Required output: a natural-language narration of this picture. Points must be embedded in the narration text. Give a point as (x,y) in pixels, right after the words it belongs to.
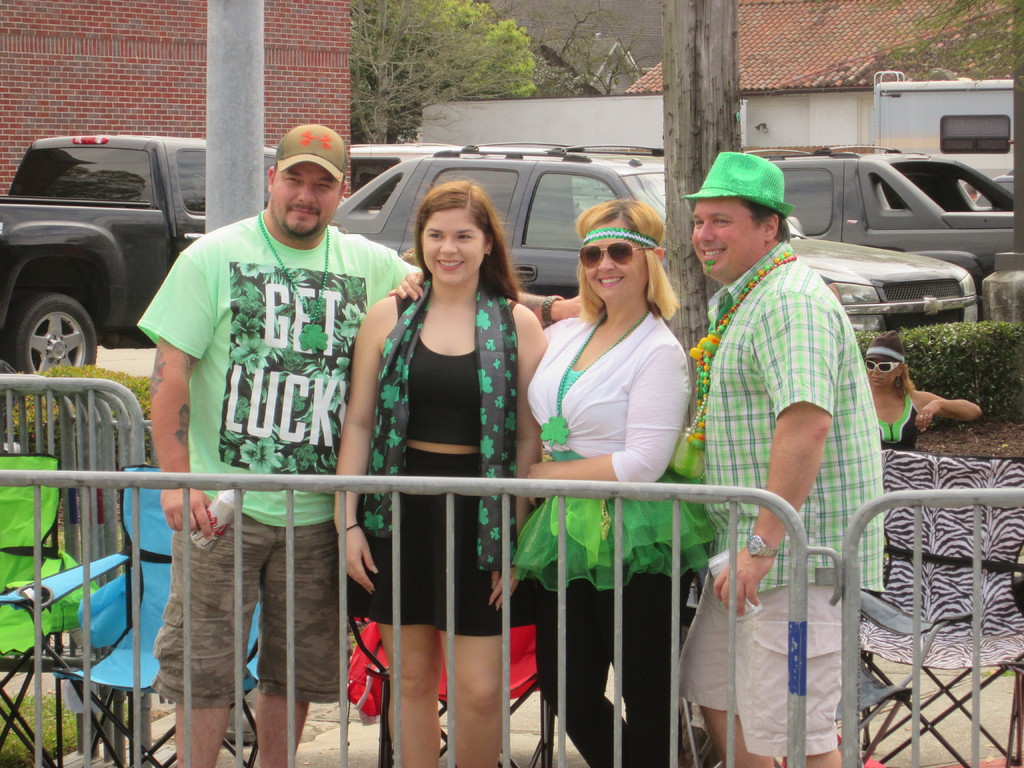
In this picture there are group of people (535,296) standing behind the railing (343,611) and smiling. At the back (836,109) there are vehicles (22,256), buildings (531,116), trees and chairs (44,547). There is a person (956,400) standing behind the chair (908,622). At the bottom (7,753) there is grass (21,755).
